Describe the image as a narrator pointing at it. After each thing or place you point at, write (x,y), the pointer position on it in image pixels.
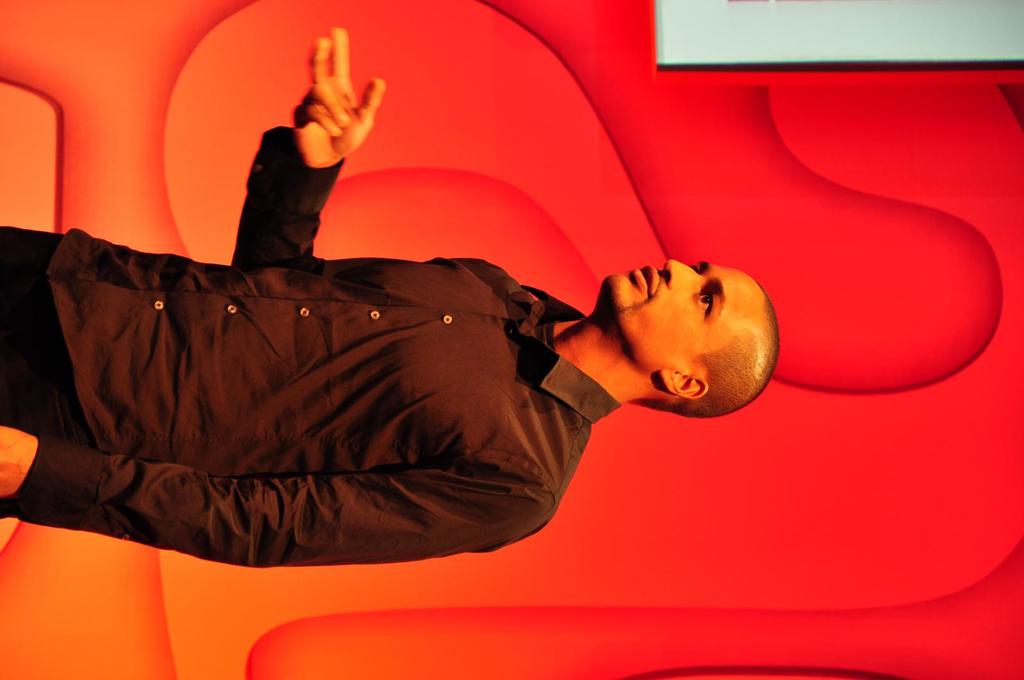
In this image I can see a person (313,111) in the middle (669,407), in the background (449,95) I can see red color.
